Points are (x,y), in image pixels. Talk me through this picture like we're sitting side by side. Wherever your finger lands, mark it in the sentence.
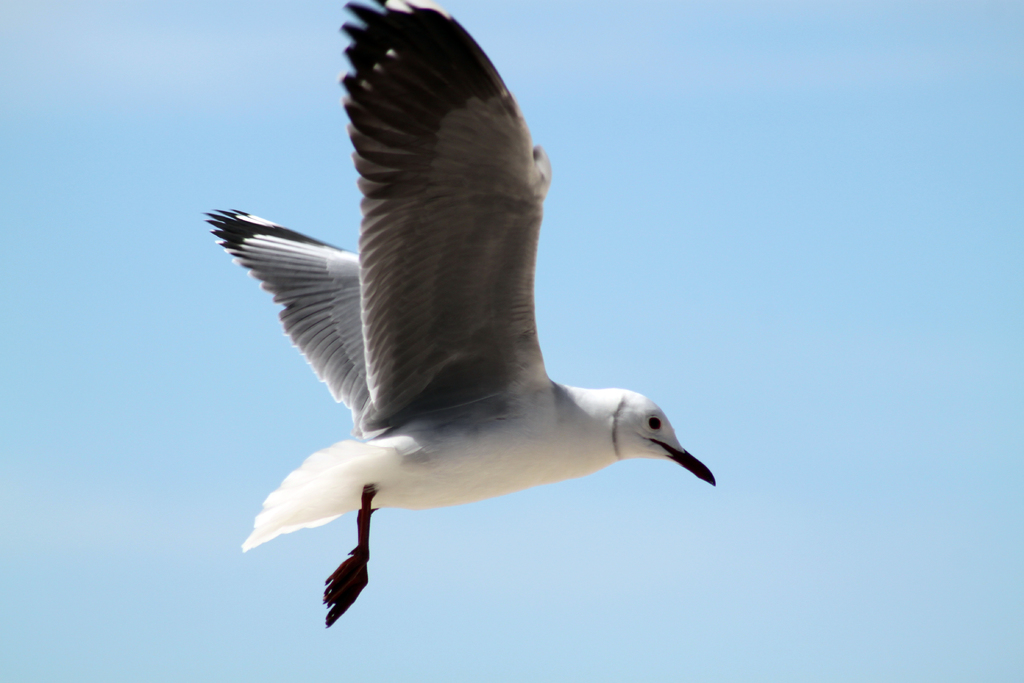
In this picture we can see a bird (556,441) flying here, in the background (643,358) there is the sky (701,312).
